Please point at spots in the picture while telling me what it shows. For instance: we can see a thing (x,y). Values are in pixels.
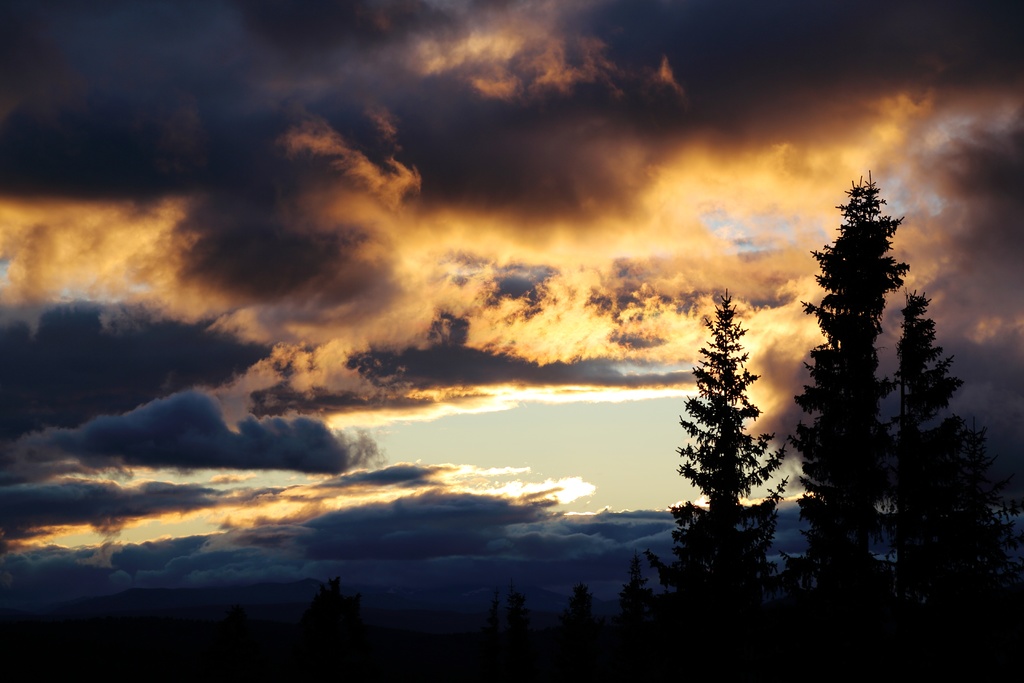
In the foreground of this image (791,589), there are trees (784,589). On the top (499,210), there is the sky (531,445) and the cloud (498,212).
